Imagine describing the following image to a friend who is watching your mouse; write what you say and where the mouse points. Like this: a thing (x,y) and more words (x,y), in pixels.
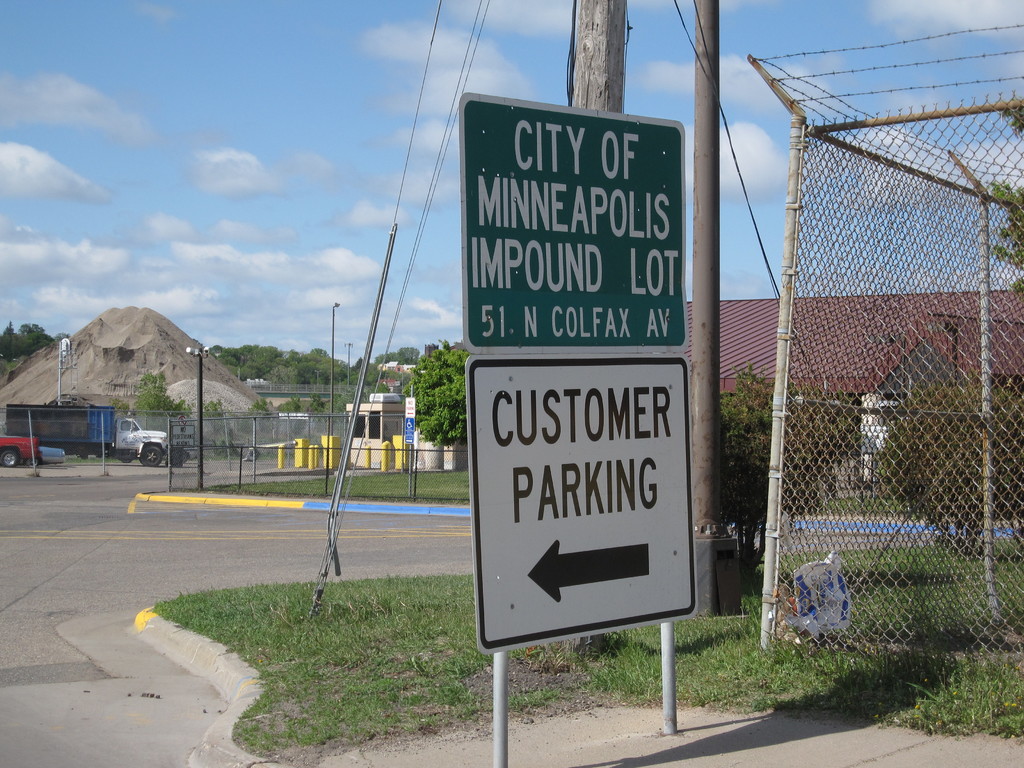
This Picture shows few houses (924,360) and few cars (135,449) parked and we see a sign board (477,370) and a metal fence (886,202) and grass (921,729) on the ground (921,729) and couple poles (604,82) and a blue cloudy sky (295,99).
